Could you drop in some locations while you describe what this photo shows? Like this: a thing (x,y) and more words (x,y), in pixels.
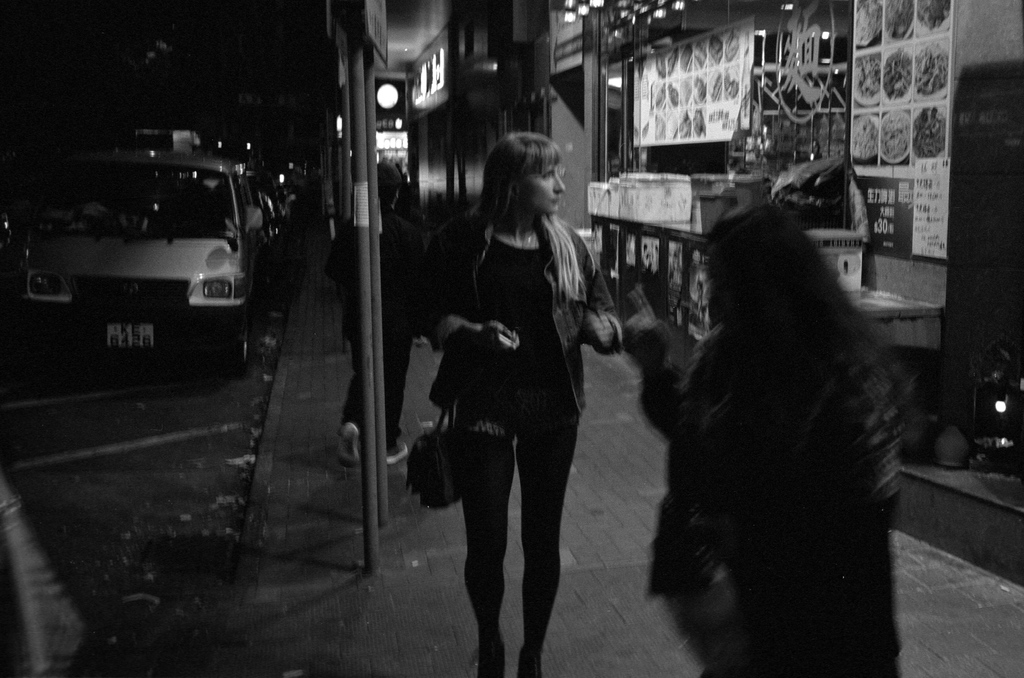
This is a black and white image. On the left side (86,268) there are vehicles (184,245). Also there is a sidewalk (580,610). And there are few people (517,342) on the sidewalk (639,541). There are poles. On the right side (814,113) there are buildings (618,48). On the wall (577,111) there are boards (724,108) with something written and some images (658,56) are there.
